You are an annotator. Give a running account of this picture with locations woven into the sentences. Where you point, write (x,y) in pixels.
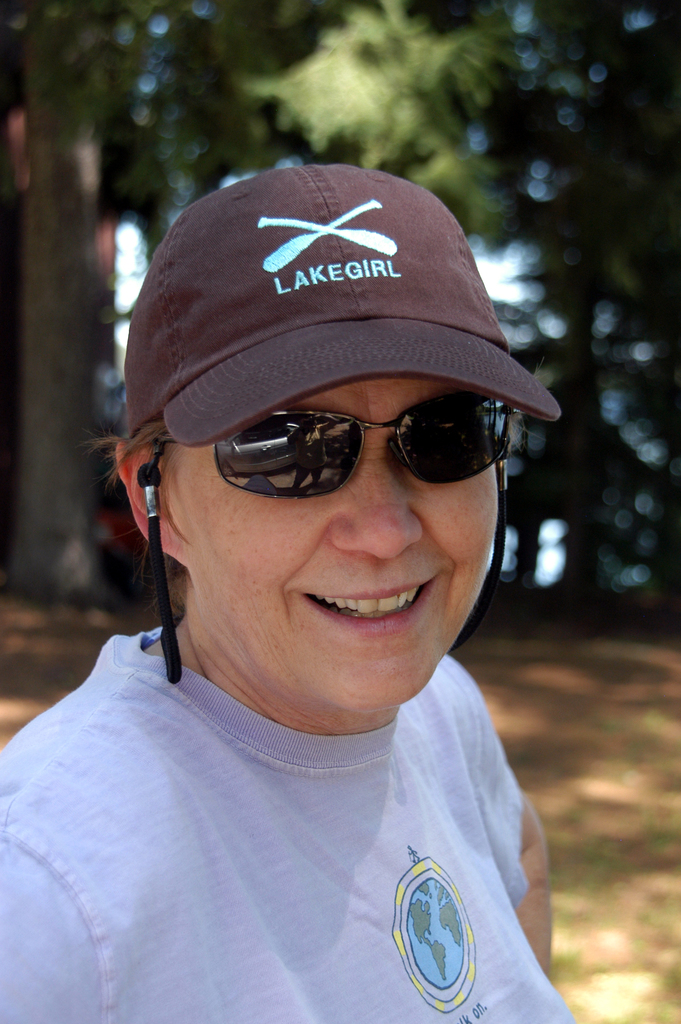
There is one person (227,787) at the bottom of this image (332,825) is wearing a goggles (272,455) and a cap (332,319), and there are some trees (373,138) in the background (220,163).
